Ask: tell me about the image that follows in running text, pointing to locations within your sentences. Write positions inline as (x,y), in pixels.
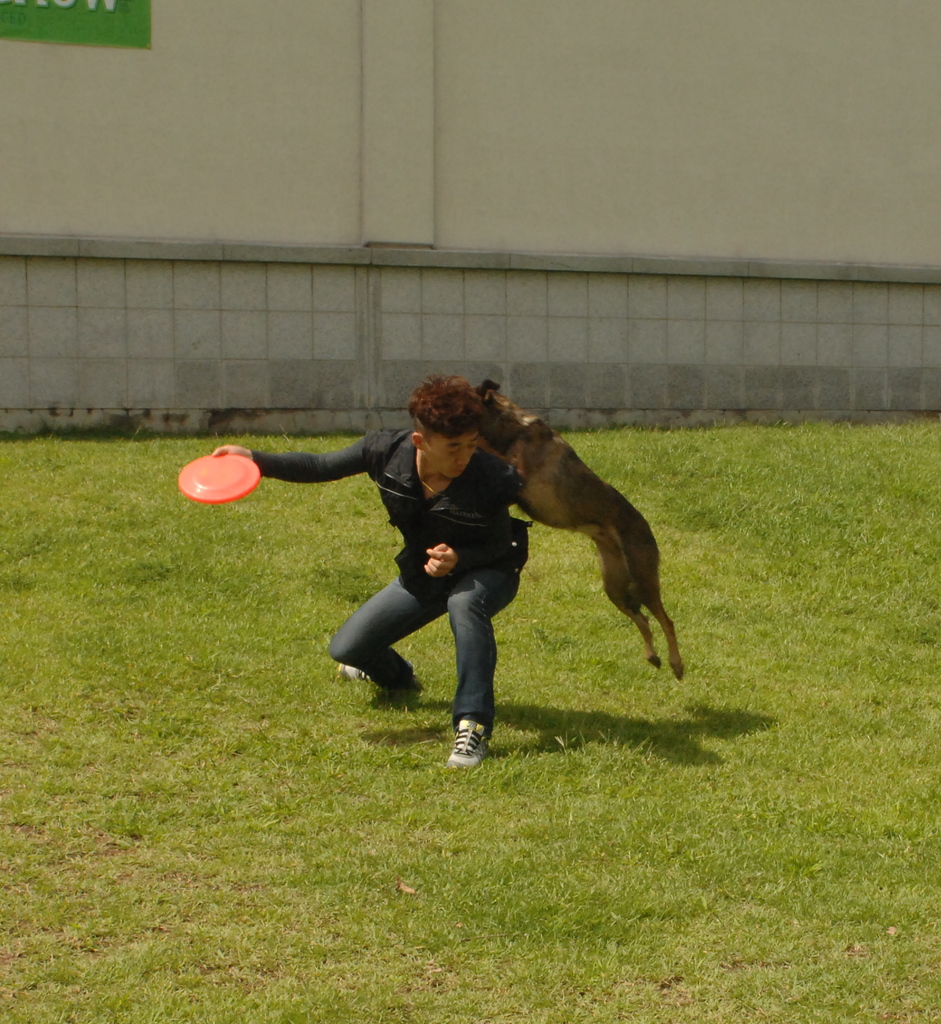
In this image a dog (513,461) is trying to catch a Frisbee (233,494) by jumping over a boy (507,595). There is a wall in the background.
